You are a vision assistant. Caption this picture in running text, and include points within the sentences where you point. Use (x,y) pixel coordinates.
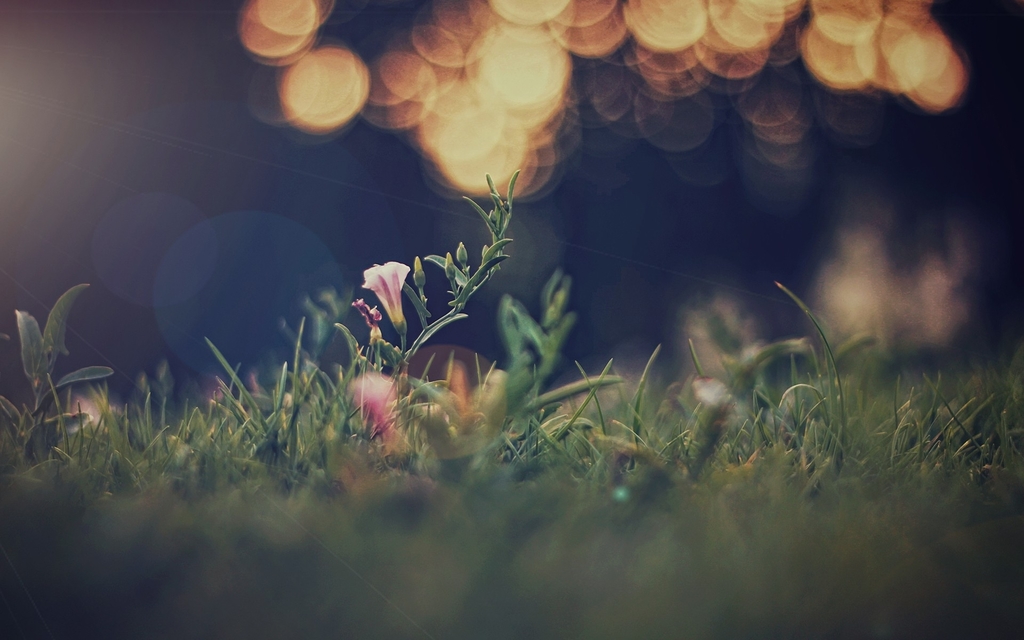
In this image I can see flowers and grass (641,395) at the bottom (702,461) and at the top (432,22) there are few lights (555,117) visible.
